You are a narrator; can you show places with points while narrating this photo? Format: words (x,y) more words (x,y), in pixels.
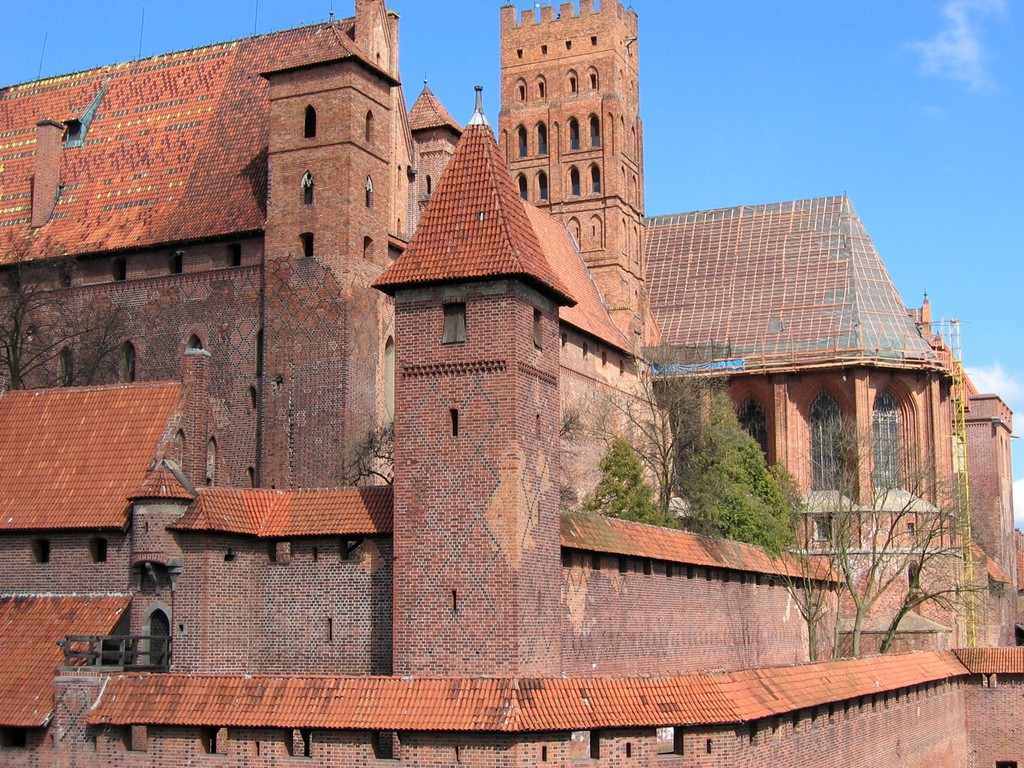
In this image we can see buildings (468,481), there are some trees (729,479), windows (540,125) and grille (138,664), in the background (684,187) we can see the sky (791,69) with clouds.
